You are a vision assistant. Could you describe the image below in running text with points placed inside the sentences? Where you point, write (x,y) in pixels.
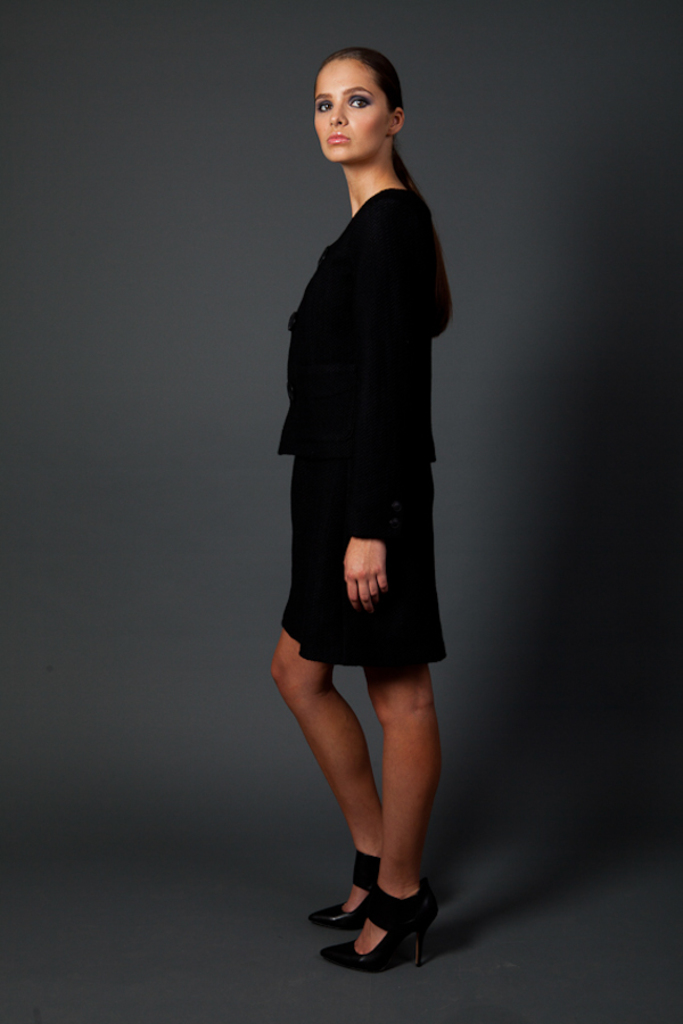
In the center of the image (323,361) there is a lady (353,941) wearing black color dress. In the background of the image (212,81) there is a wall (112,423).
